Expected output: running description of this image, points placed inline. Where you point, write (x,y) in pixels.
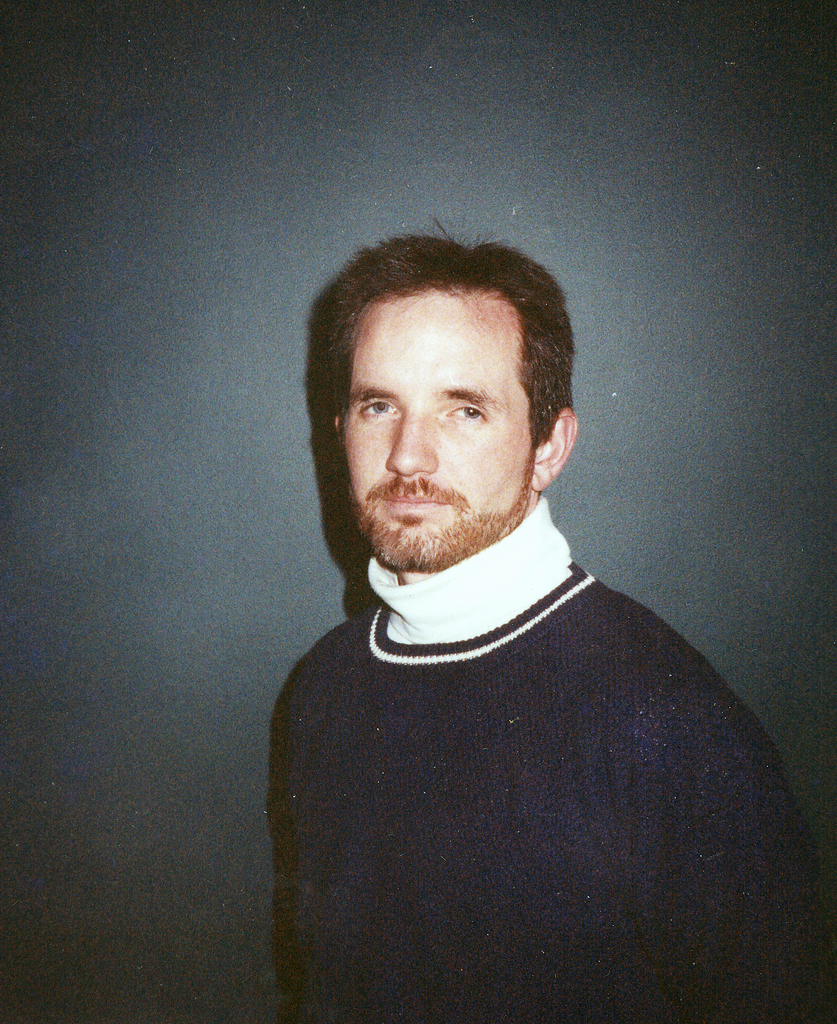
In this image there is a man (548,560) standing in front of a wall (204,420).
